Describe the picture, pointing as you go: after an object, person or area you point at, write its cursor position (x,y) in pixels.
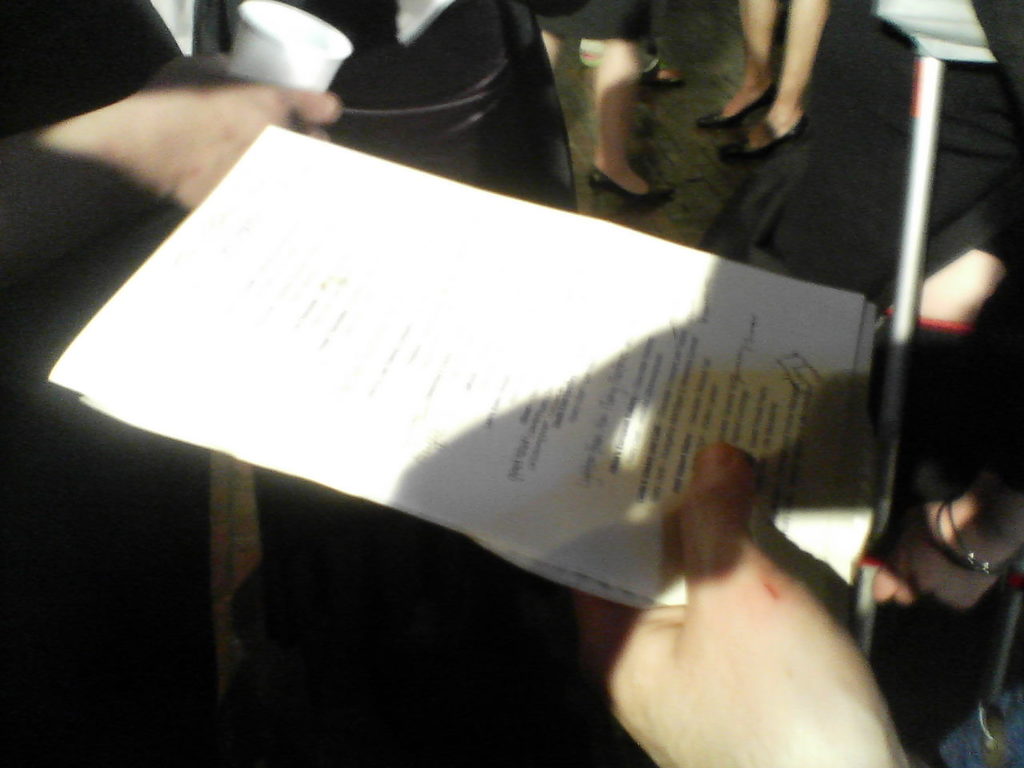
In this image we can see some person (719,574) holding the text papers (530,362). In the background (526,24), we can see a few people (418,68) standing on the floor (725,169). On the left (124,82) there is a person (205,64) holding the cup (300,41).
